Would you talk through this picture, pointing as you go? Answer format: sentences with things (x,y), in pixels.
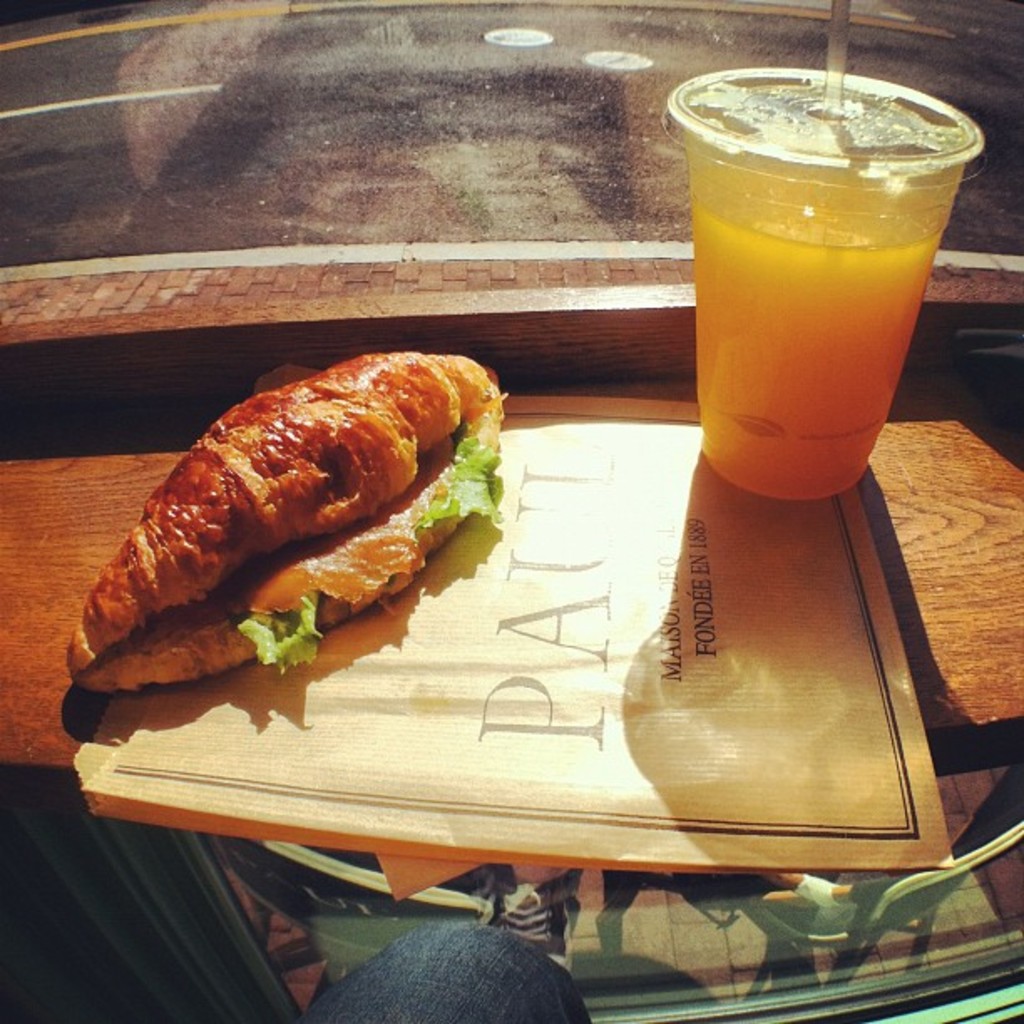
It is a food item (386,506) on the table (50,497) and in the right side (704,370) it's a glass (783,252) with liquid (812,401) in it.
